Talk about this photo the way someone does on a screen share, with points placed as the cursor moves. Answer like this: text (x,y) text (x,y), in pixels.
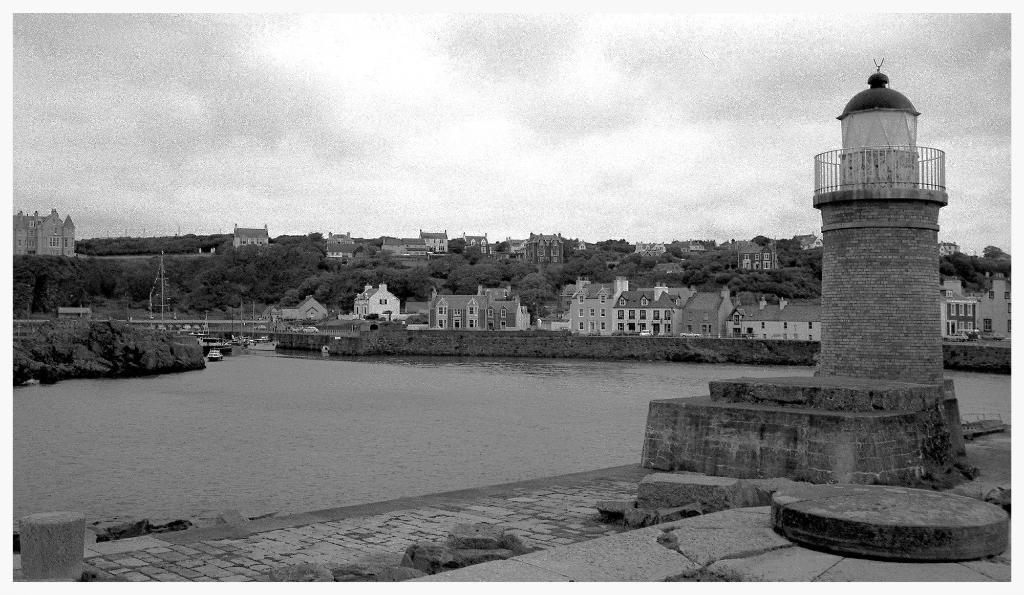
In the center of the image (413,362) there is water (418,403). On the right side of the image (919,444) there is a light house (931,340). In the background of the image (663,322) there are buildings (638,328), trees (523,267), and sky (538,90).
